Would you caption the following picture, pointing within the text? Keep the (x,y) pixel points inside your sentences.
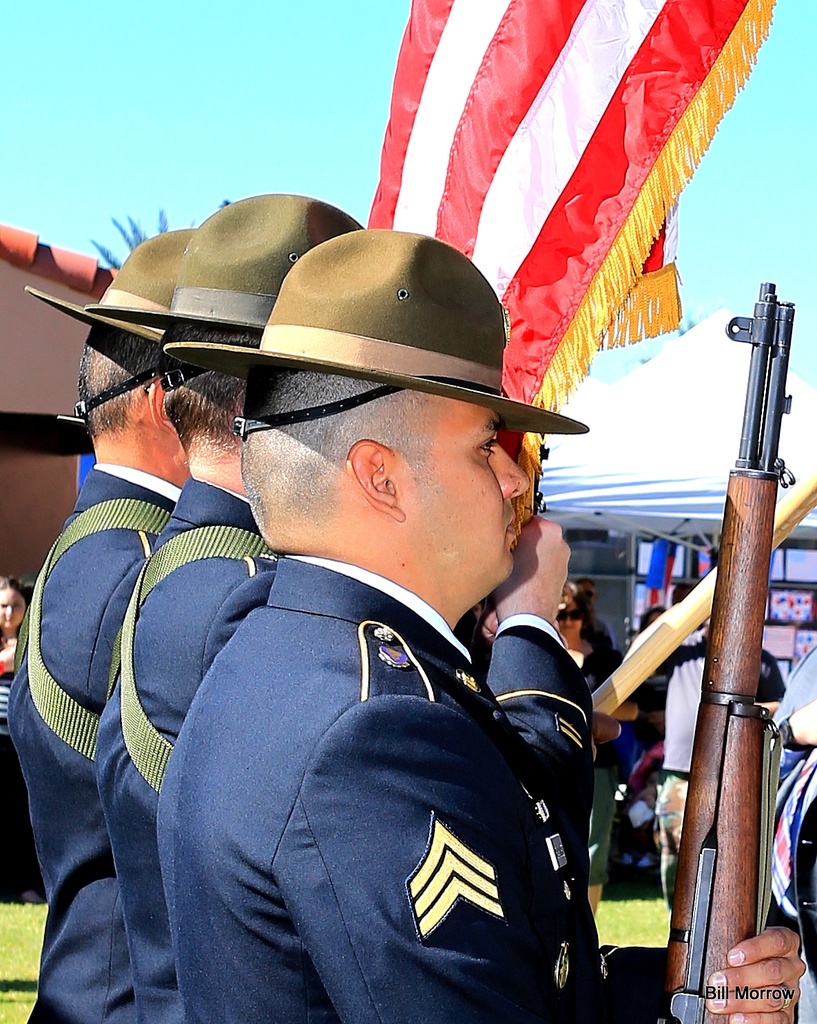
In the foreground of this image (410,764), there are three men (134,760) standing. One is holding a gun (735,733) and another is holding a flag (579,244). In the background (676,485), it seems like there is a tent (638,490) and persons (650,614) under it. On the left (17,598), there is a woman (17,598) standing on the grass (15,937). At the top (230,76), there is the sky (230,76).
